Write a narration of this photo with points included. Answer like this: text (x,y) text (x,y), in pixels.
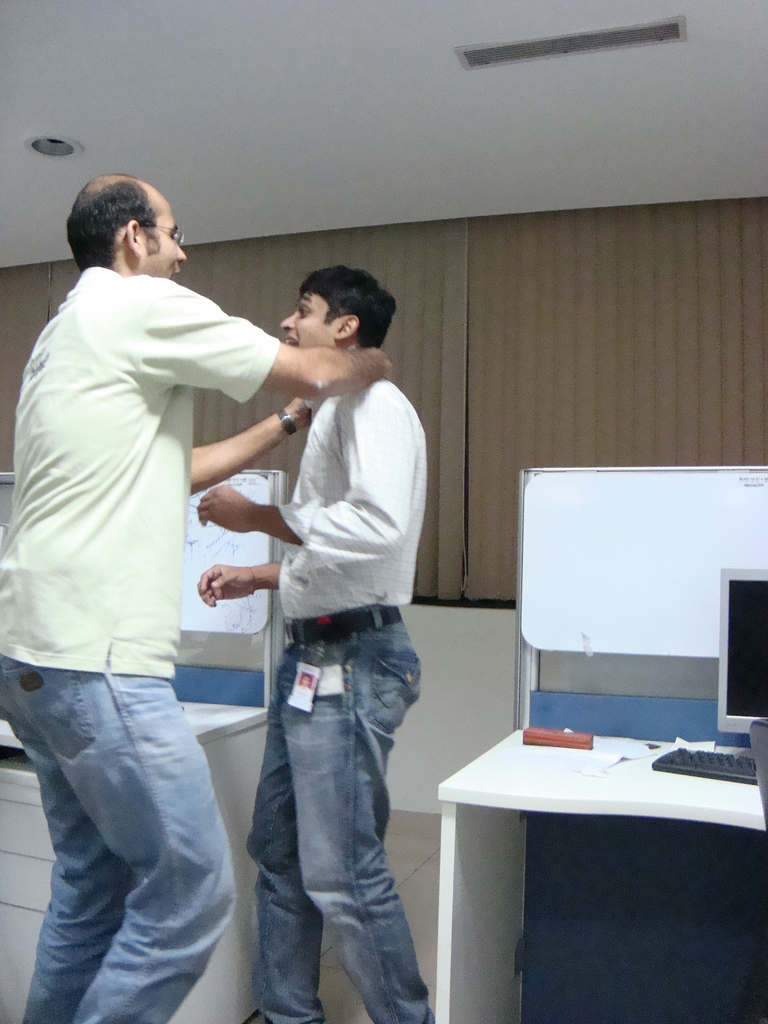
In this image I can see two men (76,667) standing next to a table (509,851). I can also see a monitor (726,594) and a keyboard (665,771). In the background (534,400) I can see a wall (449,720) and ceiling (521,153).
